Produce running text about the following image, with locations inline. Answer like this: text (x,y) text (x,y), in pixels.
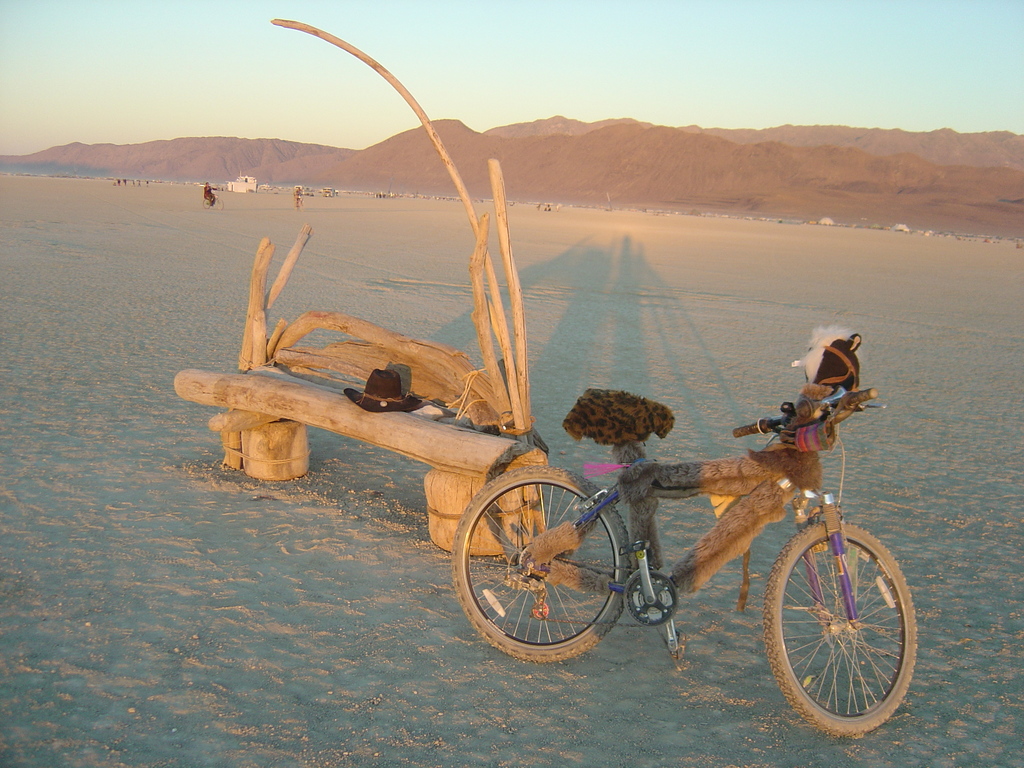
In this image we can see a bicycle (670,648) on the ground (617,655), some wooden poles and a hat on a bench (450,362). On the backside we can see a group of people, some buildings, the mountains (558,146) and the sky (438,104) which looks clear.
